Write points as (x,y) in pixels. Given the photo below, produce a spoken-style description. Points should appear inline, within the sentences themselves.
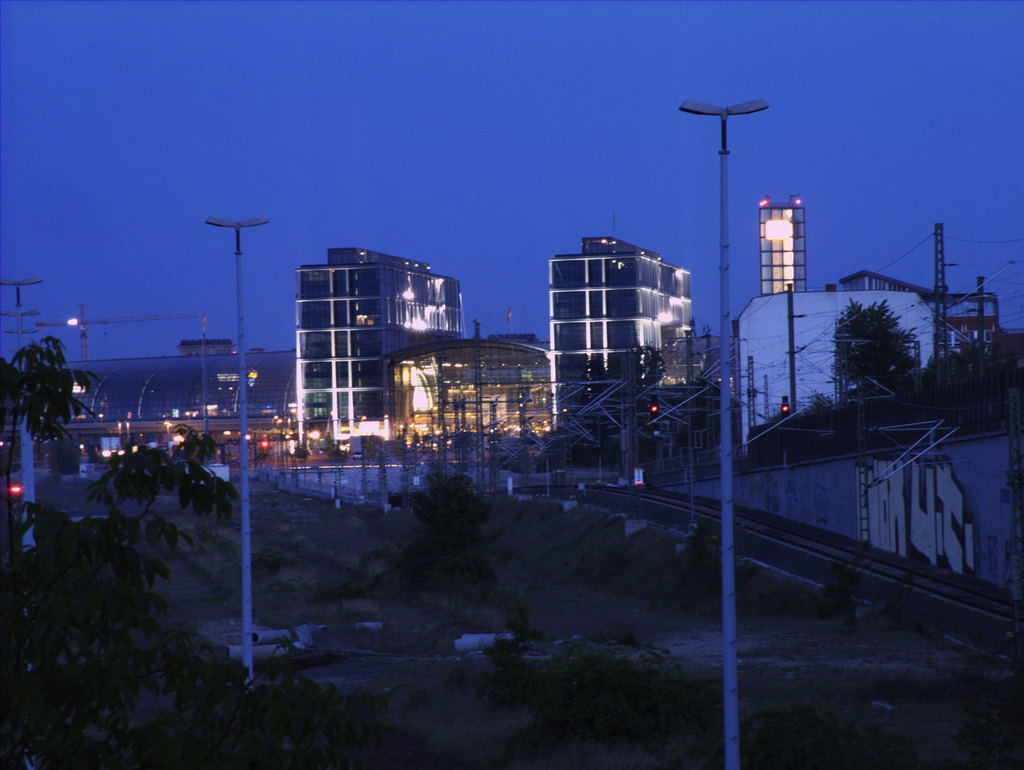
In this image we can see buildings (398,377) and sheds (418,380). At the bottom (452,565) there are trees (293,751) and poles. There are wires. On the right (1008,510) we can see a wall (881,538). In the background (436,160) there is sky (340,128).
